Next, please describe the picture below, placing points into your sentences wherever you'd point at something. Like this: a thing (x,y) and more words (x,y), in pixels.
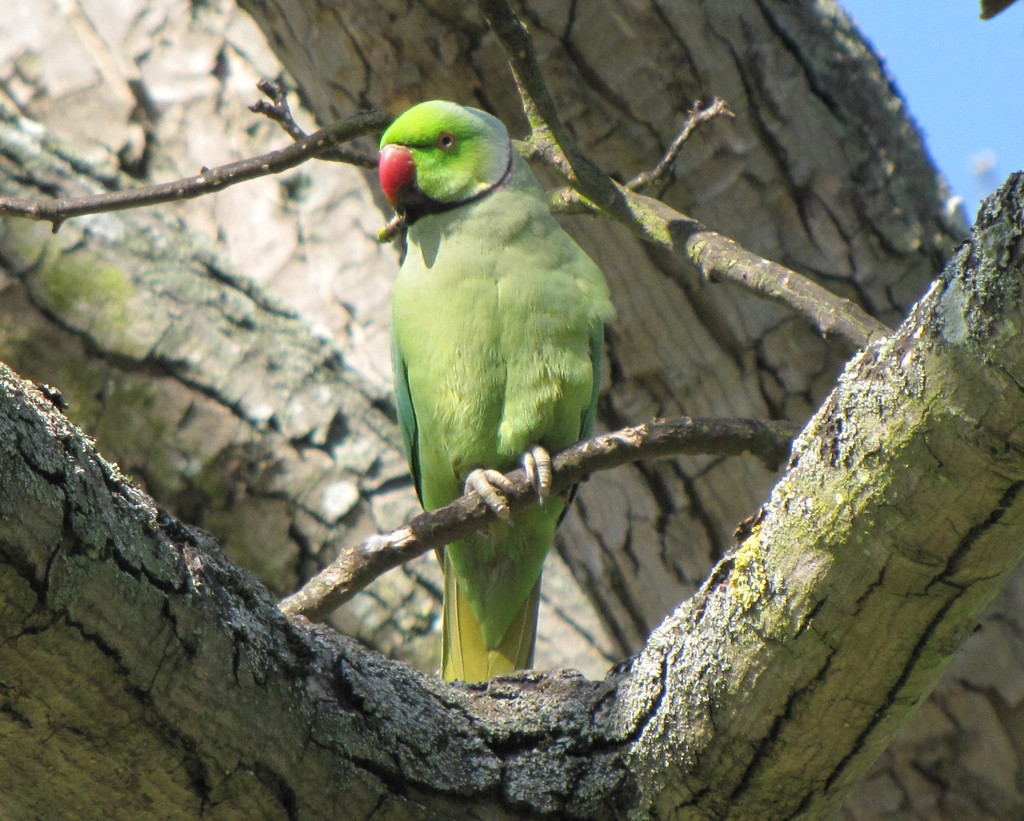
In this image I can see a parrot (474,404) on a tree (547,580).
